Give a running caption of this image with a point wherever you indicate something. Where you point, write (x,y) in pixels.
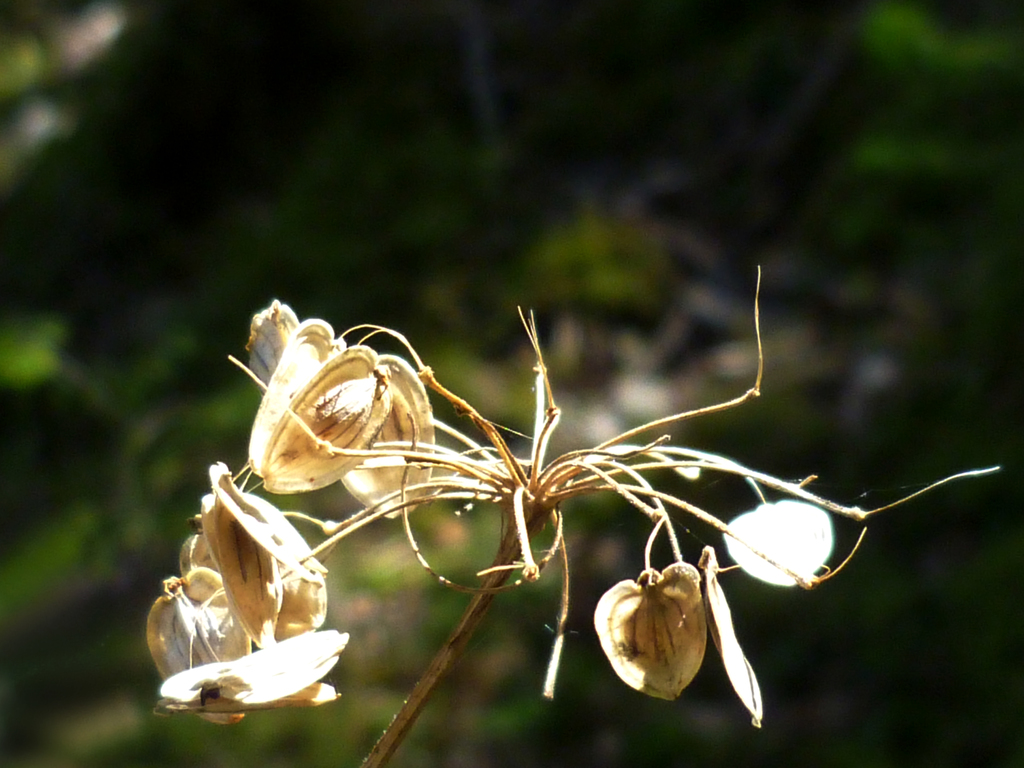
In the image on the stem (533,503) there are dry flowers (727,599). There is a green color background (271,747).
